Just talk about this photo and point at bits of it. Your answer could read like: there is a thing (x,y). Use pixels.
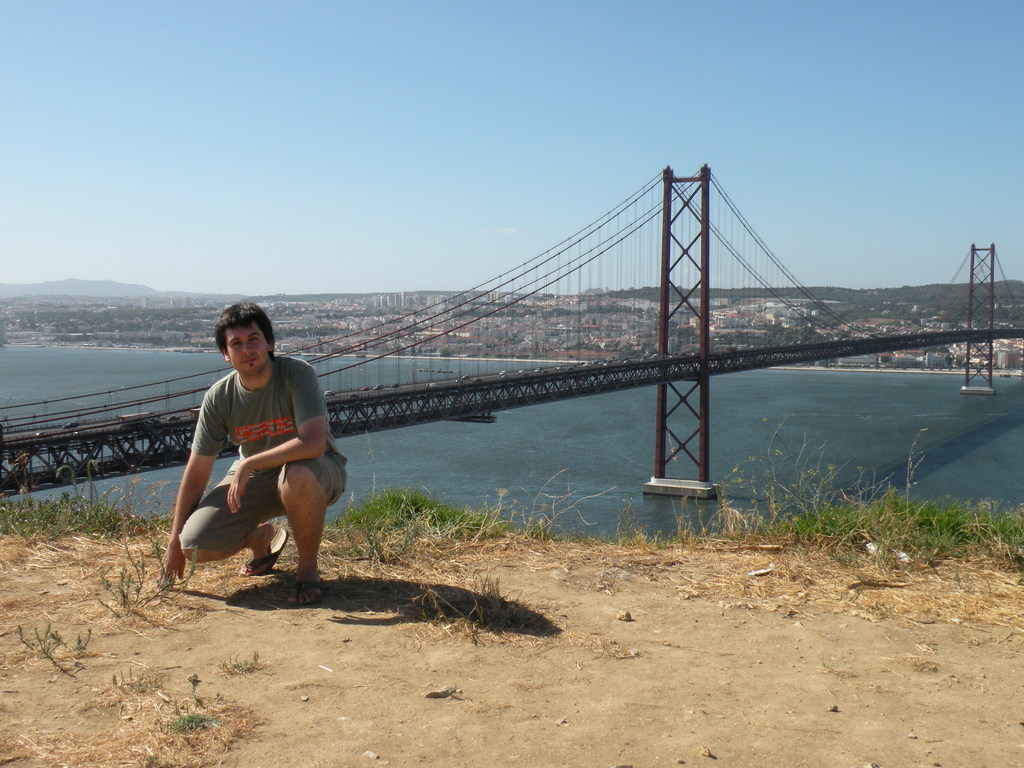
In this picture I can see a man (262,490), there is a bridge (968,339), there is water (719,376), there are buildings (556,331), trees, and in the background (698,161) there is sky (535,161).
